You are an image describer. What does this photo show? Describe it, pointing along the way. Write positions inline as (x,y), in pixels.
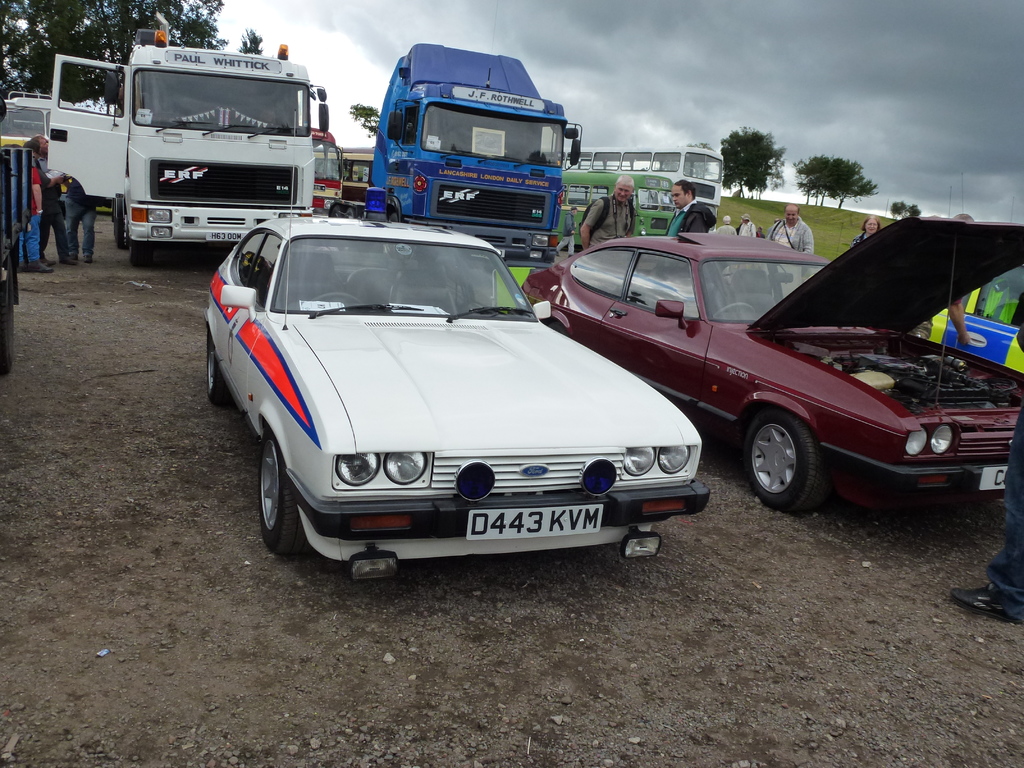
In this image I can see few vehicles (570,524). In front (608,398) the vehicle (532,399) is in white and maroon color, background (706,21) I can see few persons (55,222) standing and I can see trees (743,137) in green color and the sky (635,69) is in white and gray color.
